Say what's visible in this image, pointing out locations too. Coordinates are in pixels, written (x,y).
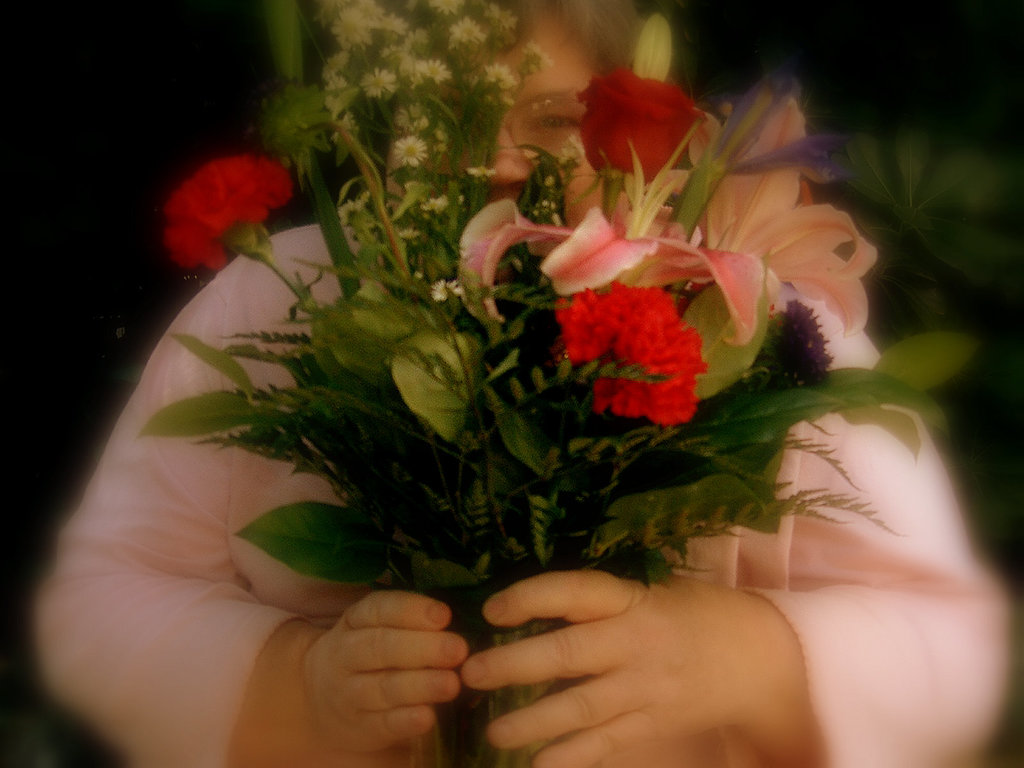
In the center of the image (532,355), we can see a person (501,161) holding a bouquet (481,479).
